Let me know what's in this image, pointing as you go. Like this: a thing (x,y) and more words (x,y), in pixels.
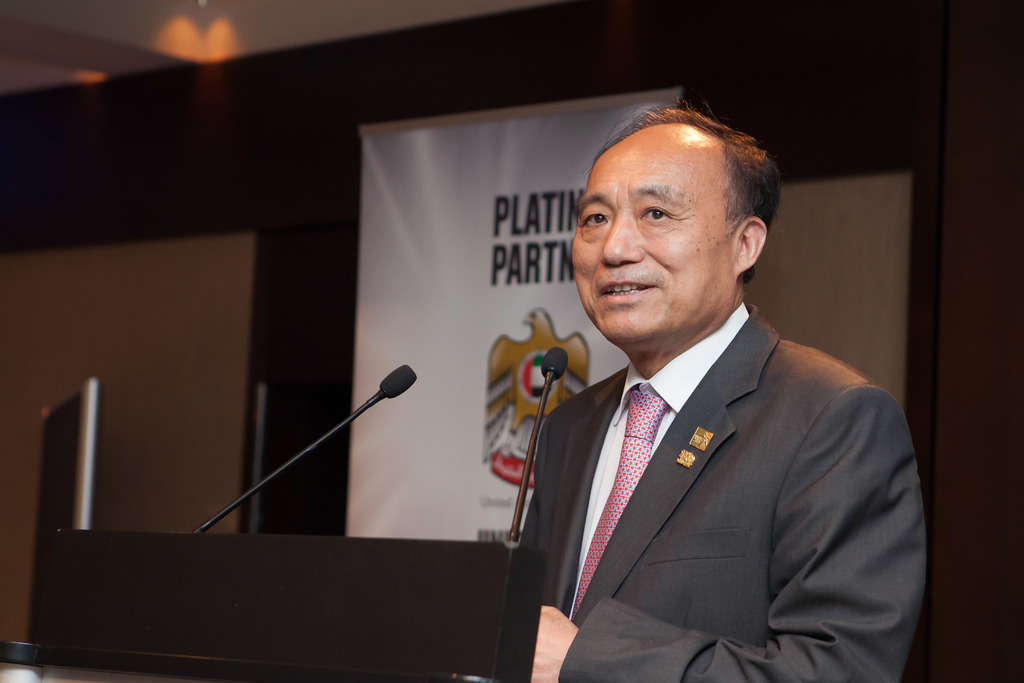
This image consists of a mic (552,362). There is a person (579,511) in the middle (647,253). He is wearing a blazer (767,639). There is a banner (425,322) in the middle (430,402).
